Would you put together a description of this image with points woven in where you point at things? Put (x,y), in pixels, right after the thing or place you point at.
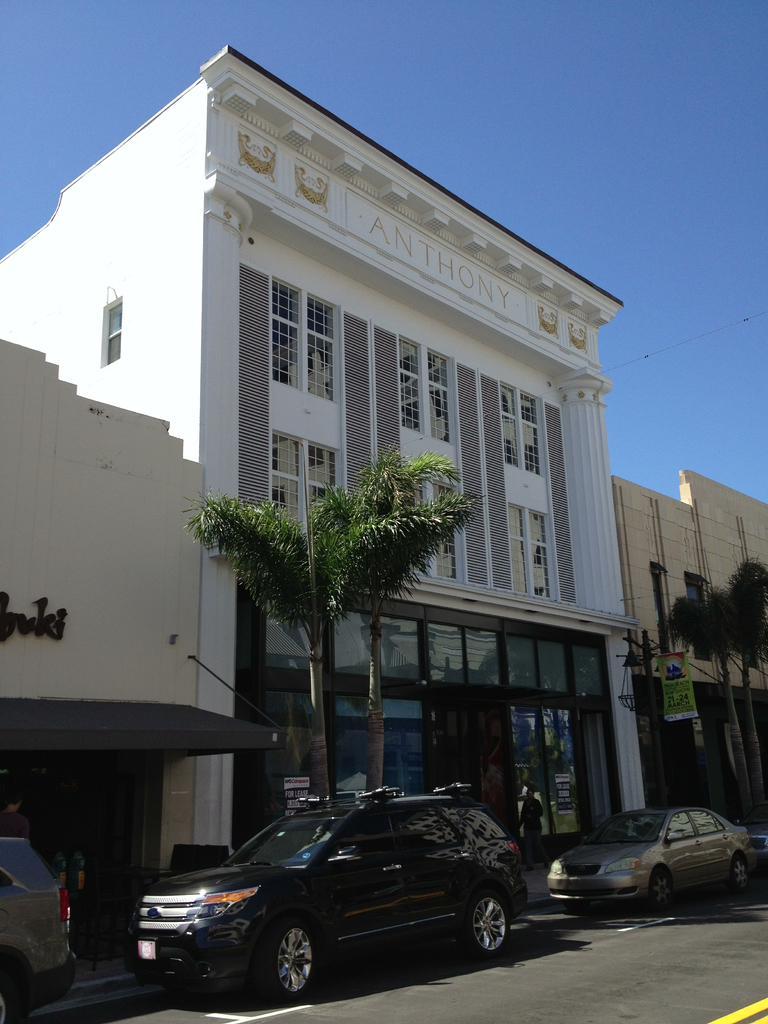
In this image in the center (468,588) there are some buildings (207,635), on the buildings (272,623) there is text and also we could see some trees (734,631), glass doors (428,760), vehicles (310,831) and some people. At the bottom (574,951) there is road (554,925), and at the top (146,97) there is sky (683,251).
